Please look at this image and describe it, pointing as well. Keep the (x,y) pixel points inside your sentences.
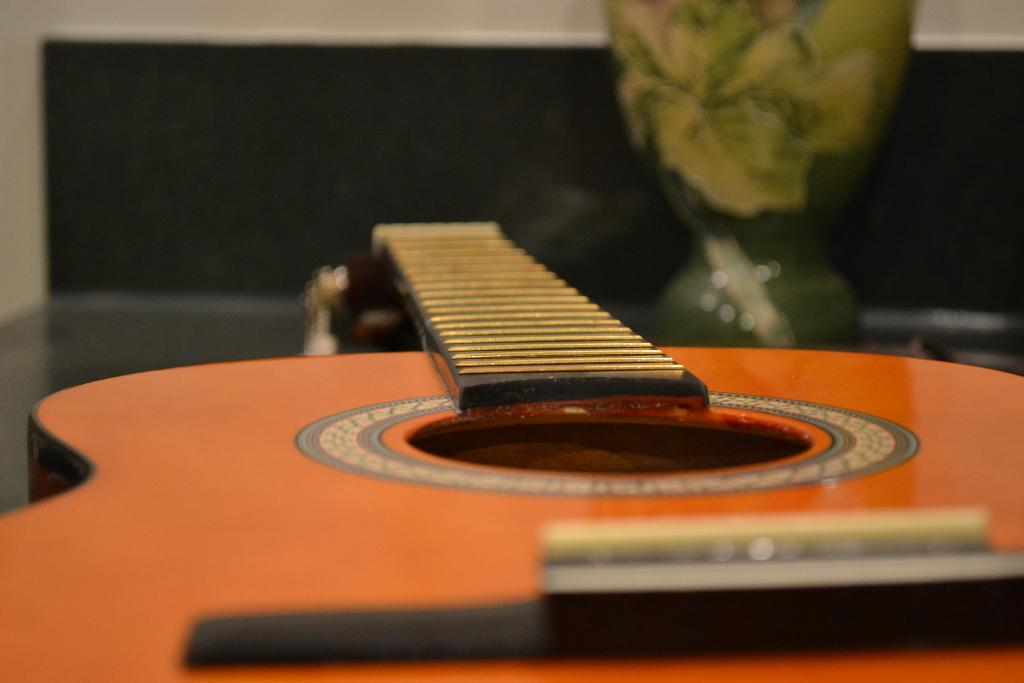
In this picture we can see a guitar (424,341) on the table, and some objects (701,248) on it.
